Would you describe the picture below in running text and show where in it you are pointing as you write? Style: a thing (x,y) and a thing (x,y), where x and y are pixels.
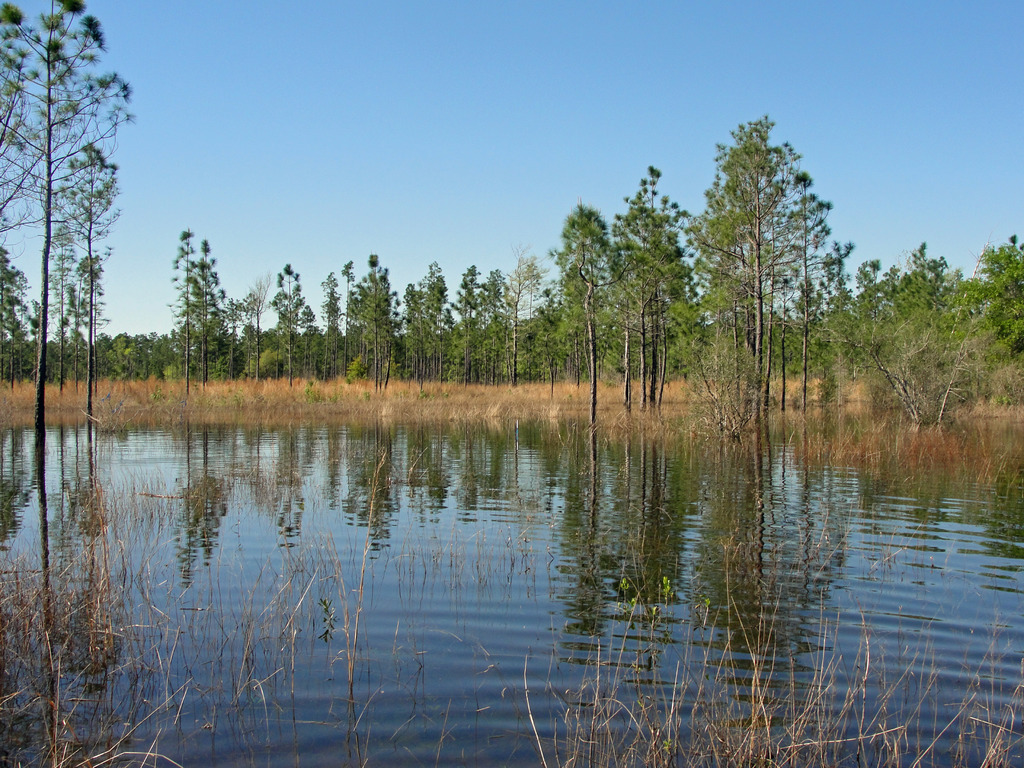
Here in this picture, in the front (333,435) we can see water (282,508) present all over there and on the ground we can see grass (584,420), plants (156,394) and trees (379,378) present all over there.
